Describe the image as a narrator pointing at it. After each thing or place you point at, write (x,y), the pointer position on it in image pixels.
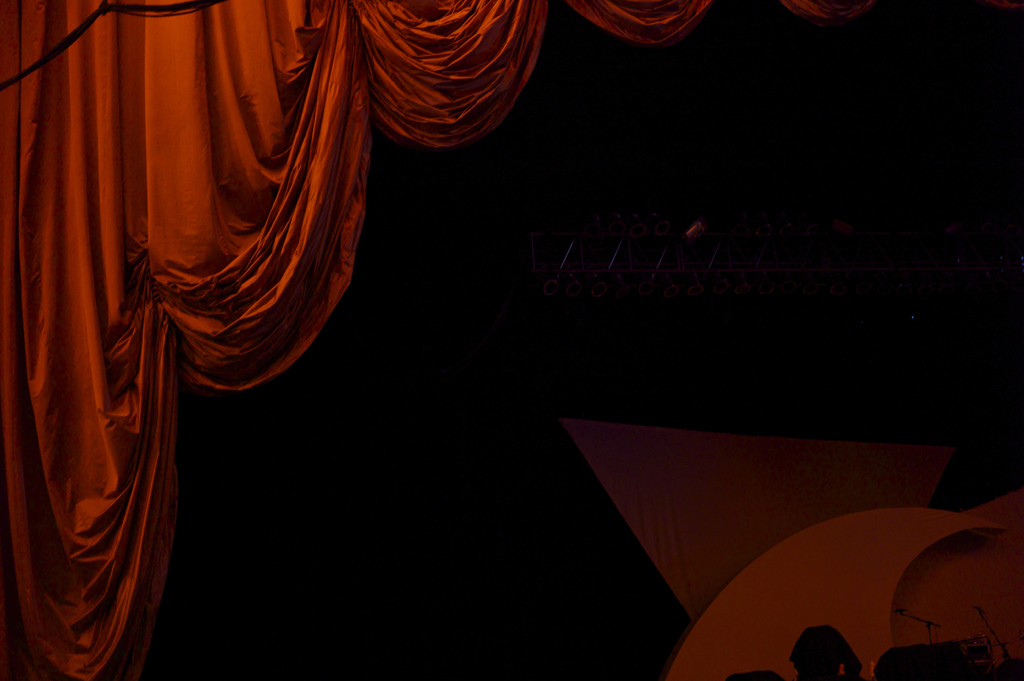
In this image there is a red curtain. The background (491,594) is dark.
